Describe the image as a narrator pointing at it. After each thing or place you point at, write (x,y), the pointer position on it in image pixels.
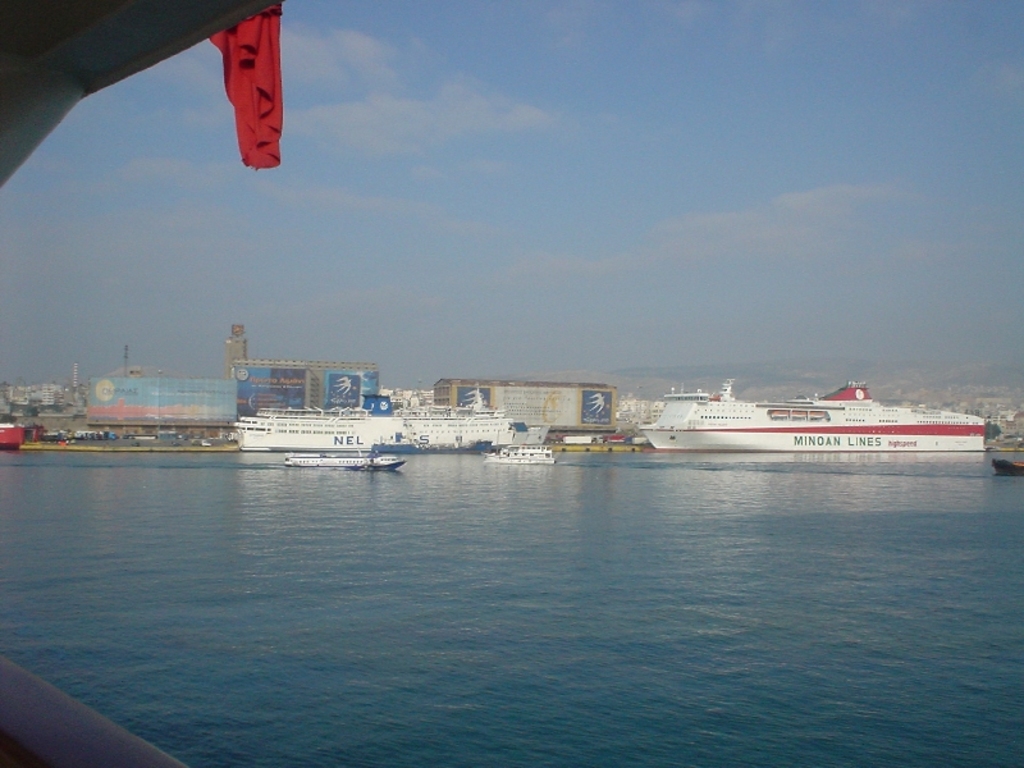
In this image there are ships (321,428) and boats (326,463) on the water (420,575), and in the background (156,388) there are buildings (619,413), sky (790,343).
